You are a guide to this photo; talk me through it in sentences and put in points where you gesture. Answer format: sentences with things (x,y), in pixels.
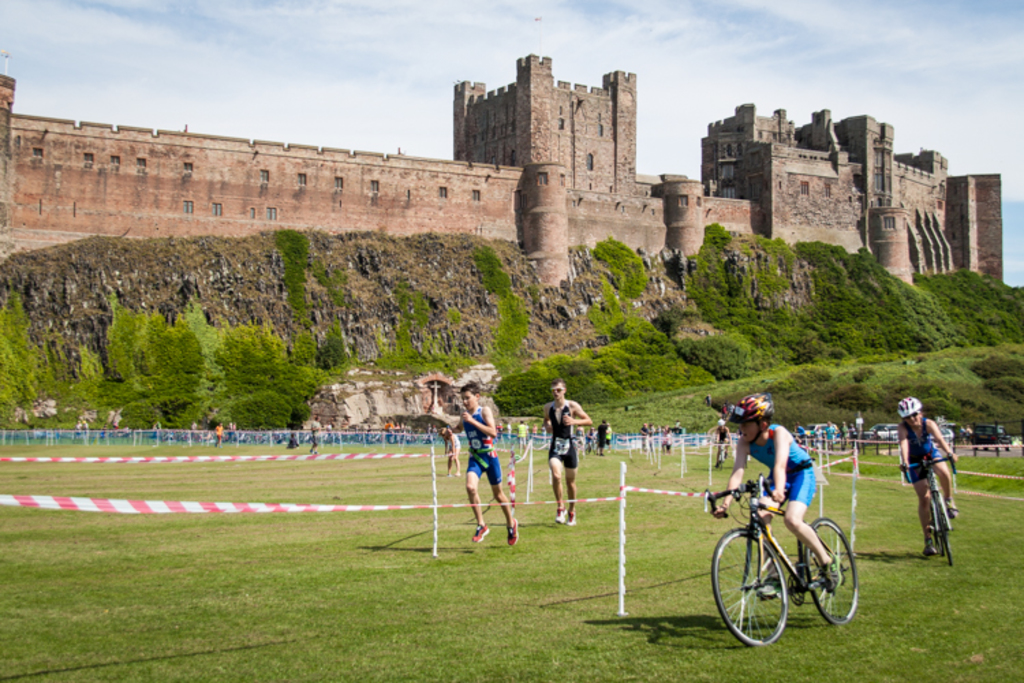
In this image in the center (465,454) there are some people (573,466) running, and some of them are sitting on cycle (760,576) and riding and there are some tapes (584,498) and rods (622,593). At the bottom (67,611) there is grass (955,540), and in the background (842,297) there are plants (924,314), fort (891,178) and at the top (458,53) there is sky (595,36).
